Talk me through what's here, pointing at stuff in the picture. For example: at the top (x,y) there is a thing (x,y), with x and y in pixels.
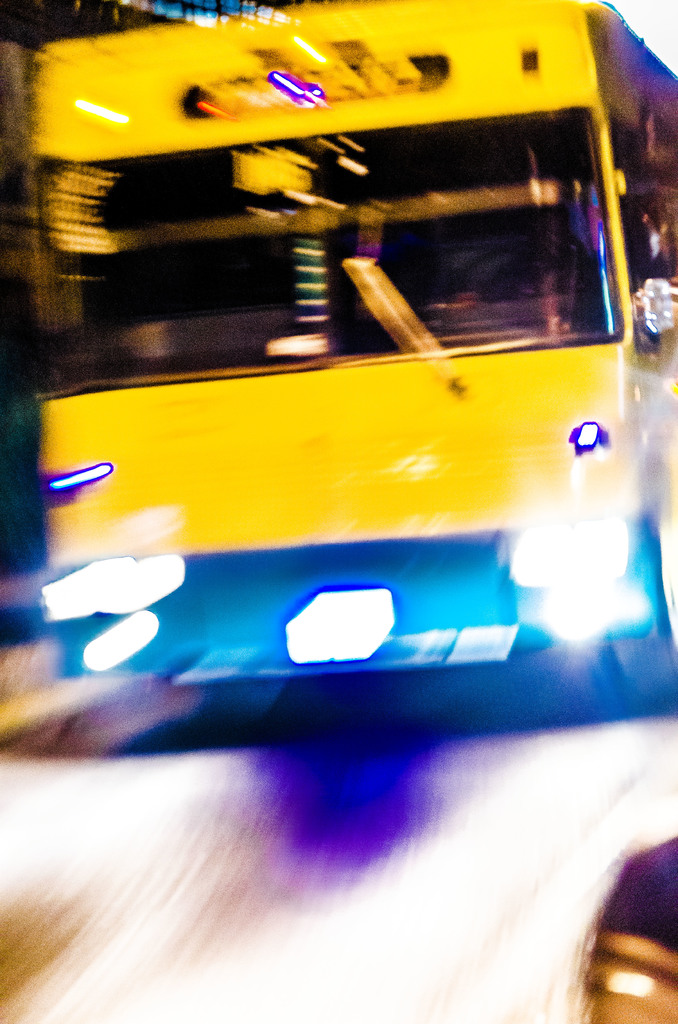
In this image we can see a yellow color bus (423,417).
